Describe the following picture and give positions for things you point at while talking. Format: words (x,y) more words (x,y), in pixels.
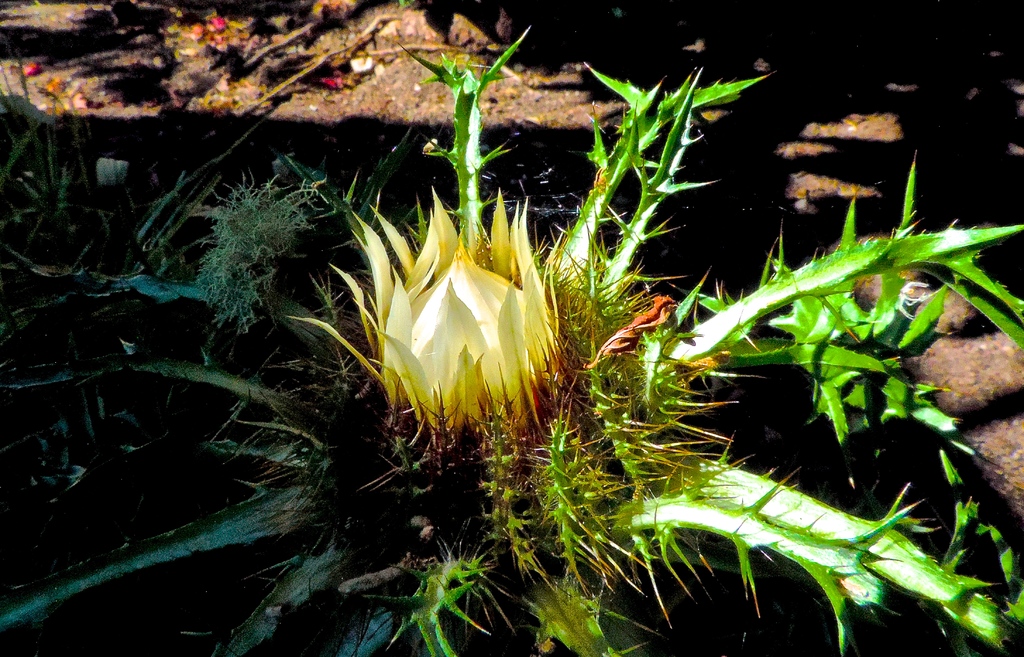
In this picture we can see a plant (638,347) in the front (625,350), there is a blurry background (270,21).
